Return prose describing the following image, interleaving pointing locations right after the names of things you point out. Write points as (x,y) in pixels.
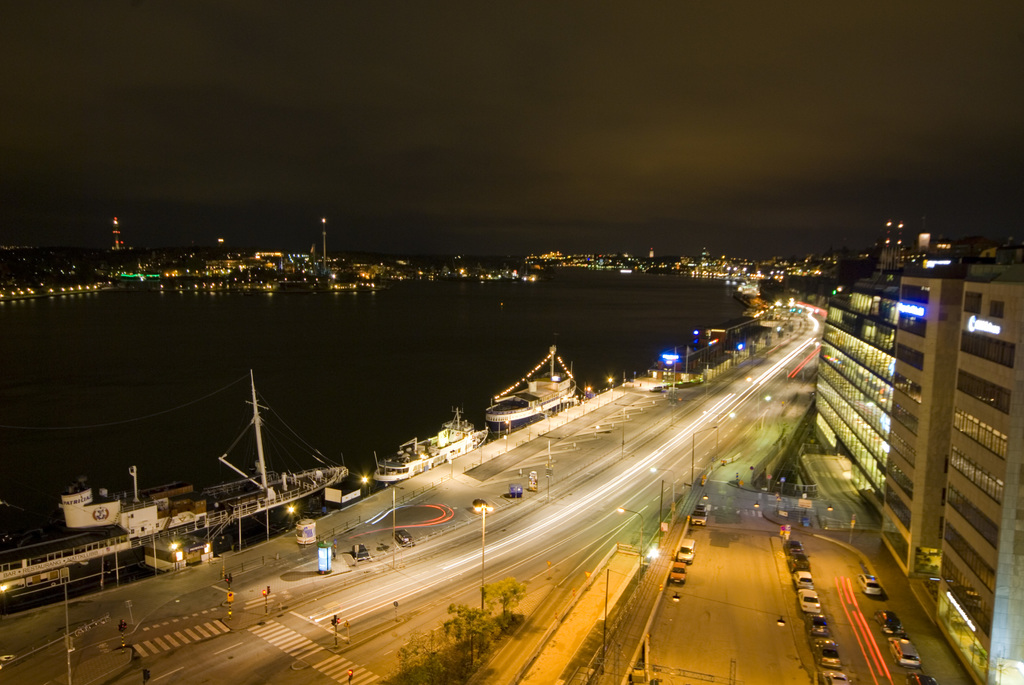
In this image we can see an outside view. To the right side of the image (898,426) we can see building (1000,495), a group of cars (886,627) parked on the road (764,571). On the left side of the image (327,468) we can see group of boats (242,504) placed in water (378,351). In the background (728,279), we can see group of lights (415,273) and sky (92,155).
